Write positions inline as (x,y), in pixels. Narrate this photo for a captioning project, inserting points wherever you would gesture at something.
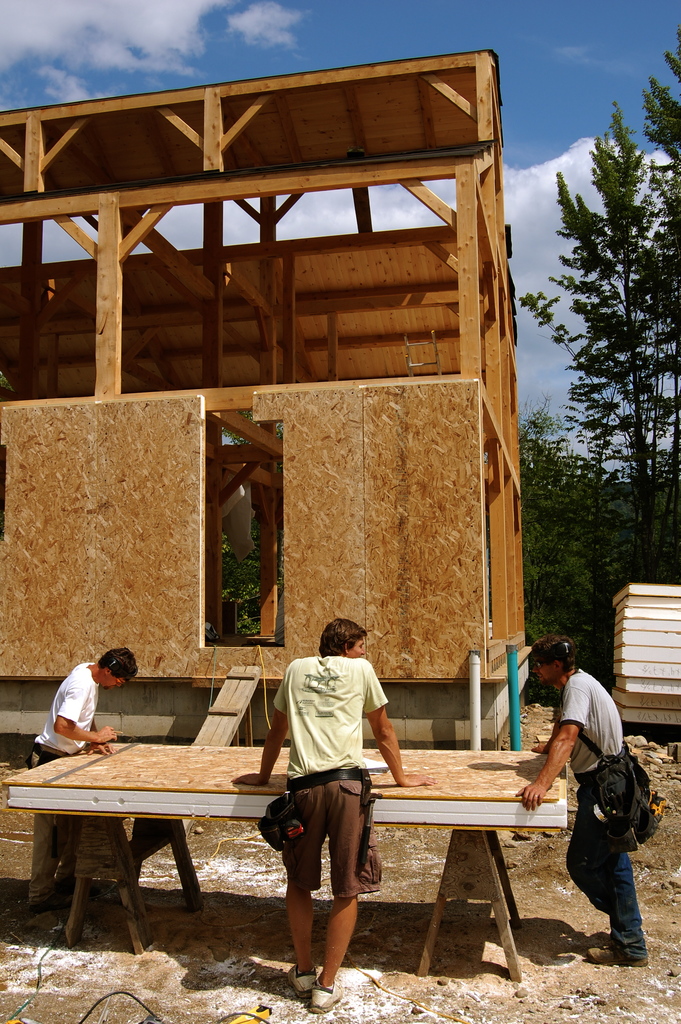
In this image I see 3 persons (65,714) over here who are standing and I see a thing (256,804) over here. In the background (377,142) I see the wooden things (292,361) and I see the trees (539,443) and I see the sky (262,66).
